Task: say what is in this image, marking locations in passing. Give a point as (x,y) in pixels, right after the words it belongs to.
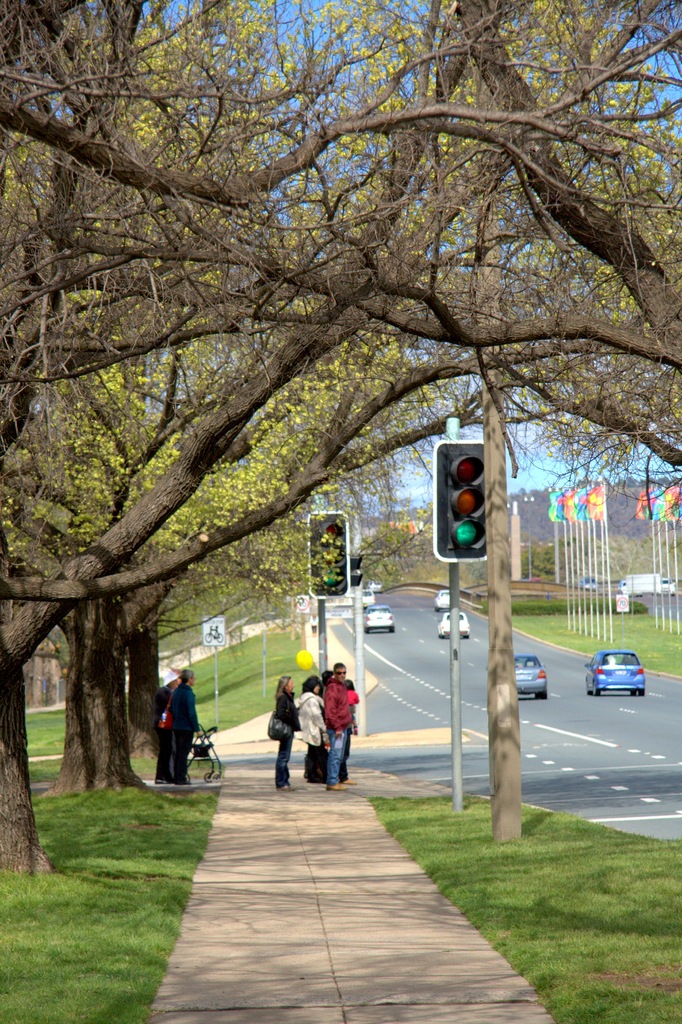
In this picture I can see there are few people (160,770) standing on the walk way (254,846) and there is grass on the floor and there are traffic lights (455,559) and there are few cars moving on the road (487,658) and the sky (393,460) is clear.
